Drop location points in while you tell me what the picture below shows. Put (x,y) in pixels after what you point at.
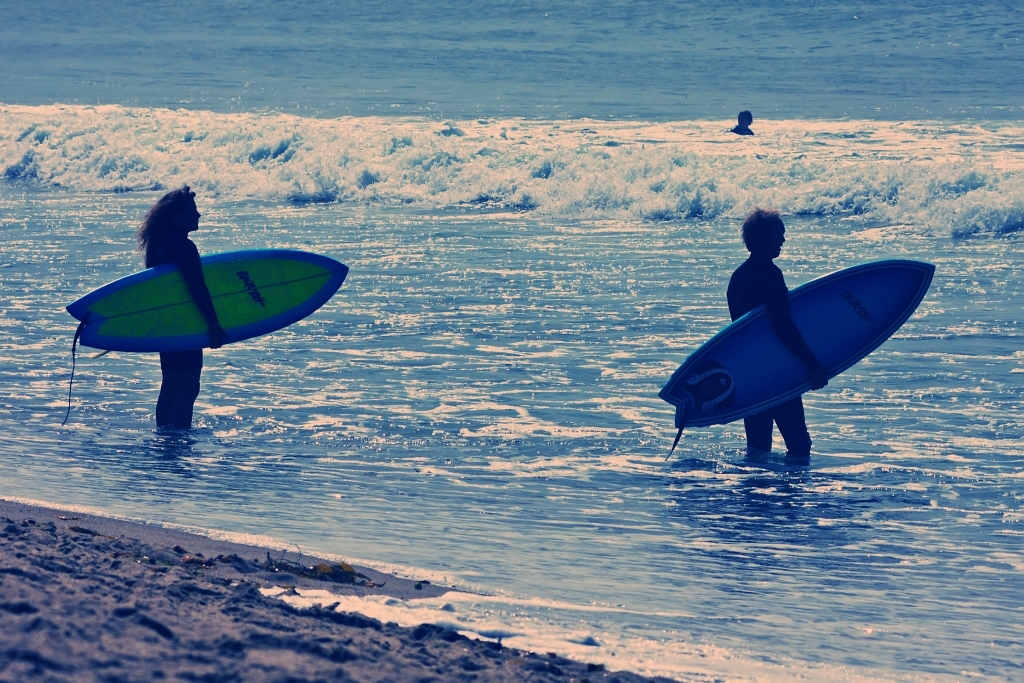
In this image we can see three people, two of them are holding the surfboards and standing in the sea (388,268), there are some objects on the ground (7,509).
